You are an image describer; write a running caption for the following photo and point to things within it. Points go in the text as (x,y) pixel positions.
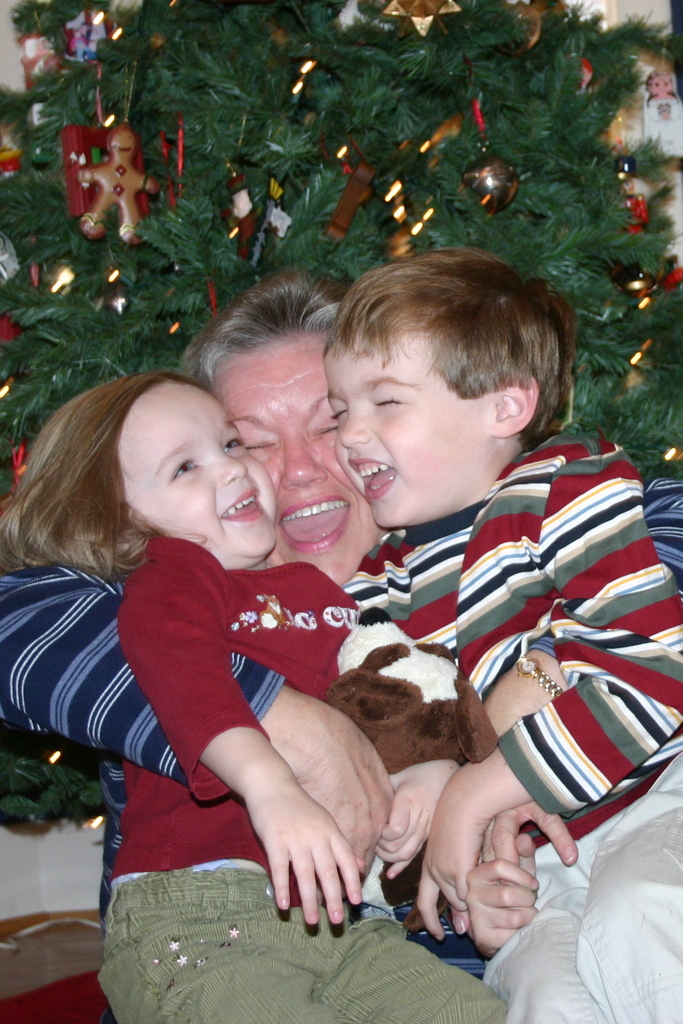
In the center of the image (237,363) we can see a lady (262,723) is sitting and holding the kids (208,773). In the background of the image (83,55) we can see an Xmas tree (536,61) with the decor (344,23).
